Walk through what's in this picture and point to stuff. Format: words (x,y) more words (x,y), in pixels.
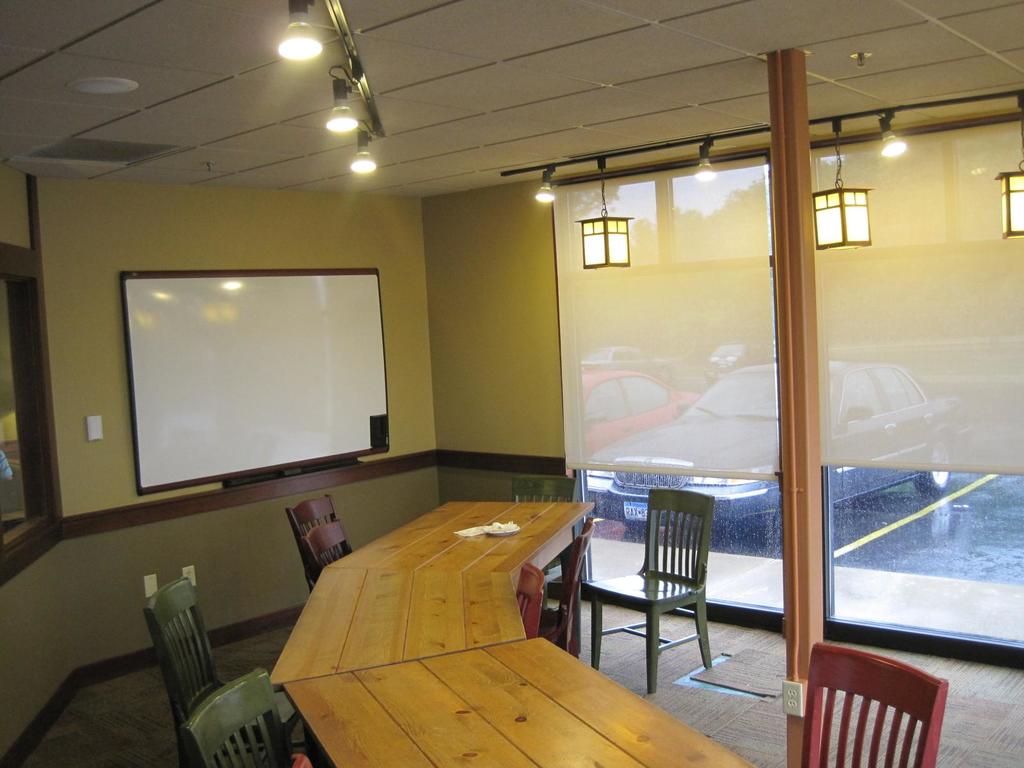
In this image we can see electric lights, display screen (305,411), chairs (516,497), desks (510,643), floor (695,670), carpet (767,691), curtains (697,354), car (735,490) and road (962,511).
